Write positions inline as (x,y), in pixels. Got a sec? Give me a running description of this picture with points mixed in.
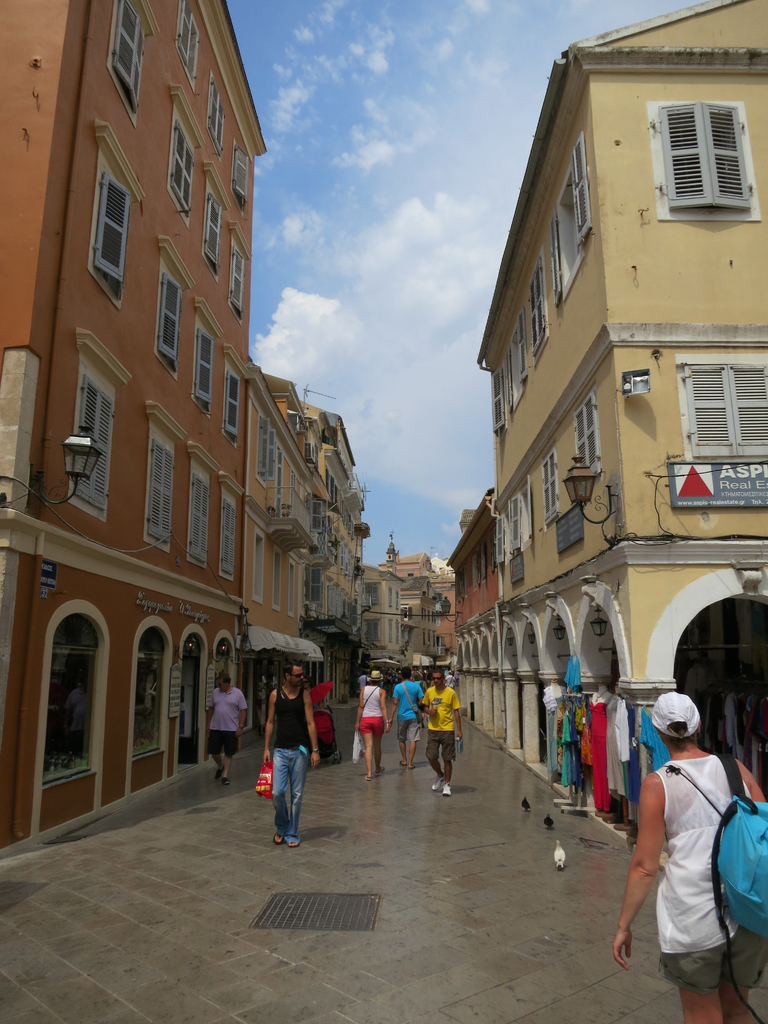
In this image we can see people (706,1019) are walking on the road (409,968). Here we can see birds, clothes (551,698), mannequins (552,686), lights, boards (743,499), windows (756,411), and buildings (730,652). In the background (410,417) there is sky (376,349) with clouds (454,283).
